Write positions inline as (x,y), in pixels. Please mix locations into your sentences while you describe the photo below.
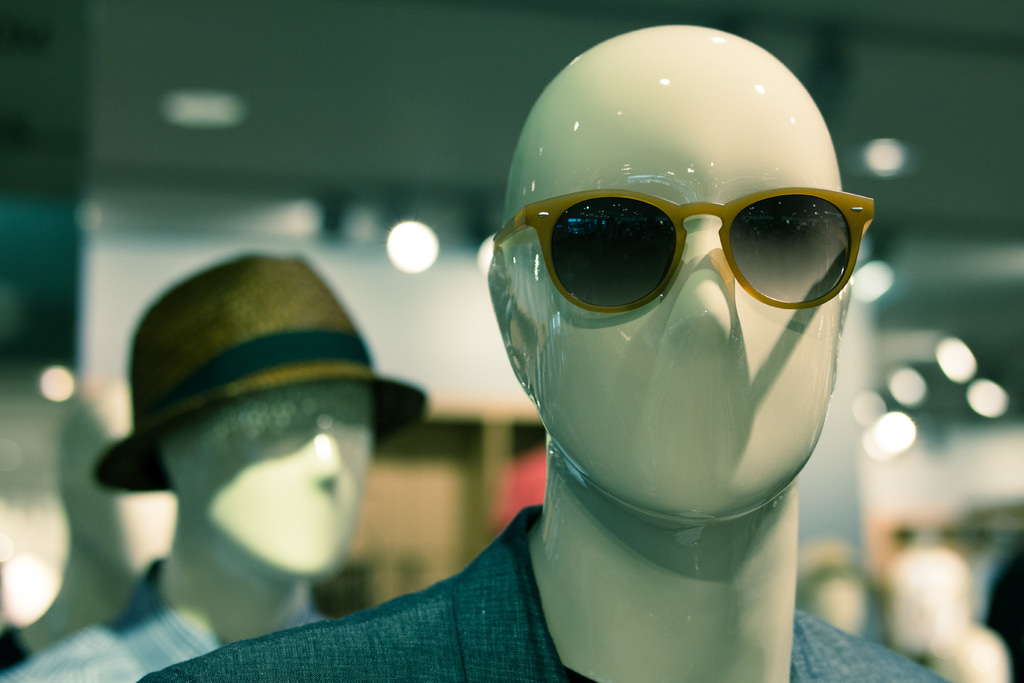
In this picture there is a blue shirt (444,613) and goggles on the dummy (658,95). At the back (104,661) there is a blue shirt (108,648) and there is a hat (299,347) on the dummy (335,440). At the back (969,426) image is blurry. At the top (872,147) there are lights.
